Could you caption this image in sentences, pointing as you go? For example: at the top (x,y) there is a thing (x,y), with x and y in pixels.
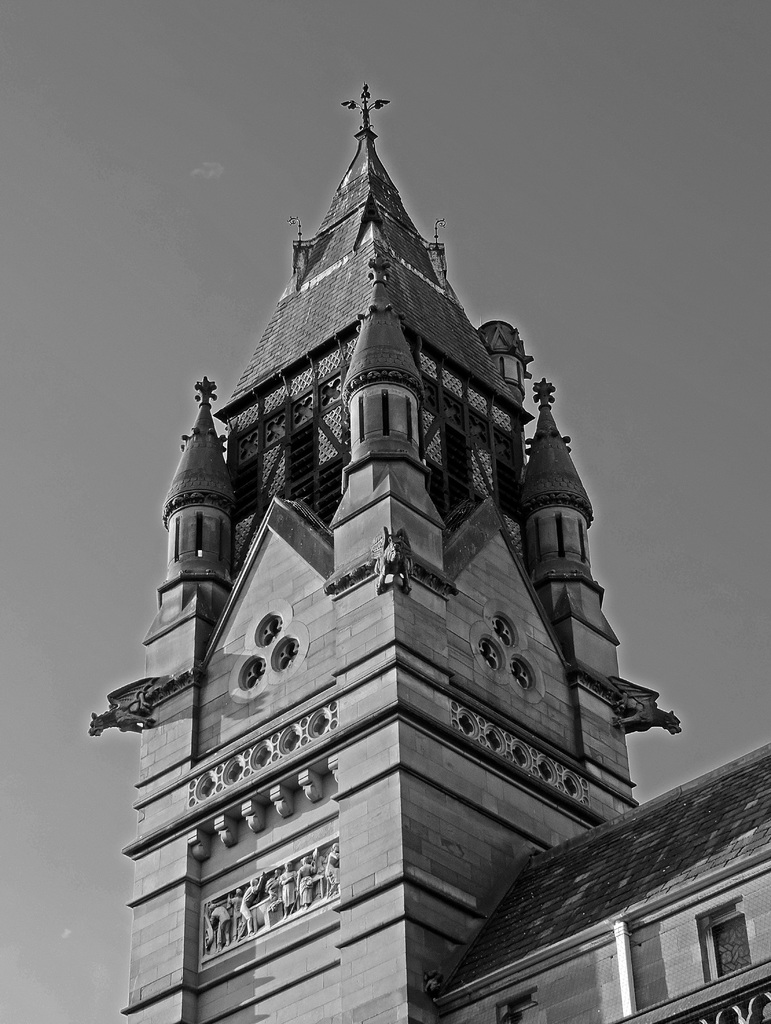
This is a black and white pic. Here we can see a building (294,830), windows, pole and a sky (144,239).
